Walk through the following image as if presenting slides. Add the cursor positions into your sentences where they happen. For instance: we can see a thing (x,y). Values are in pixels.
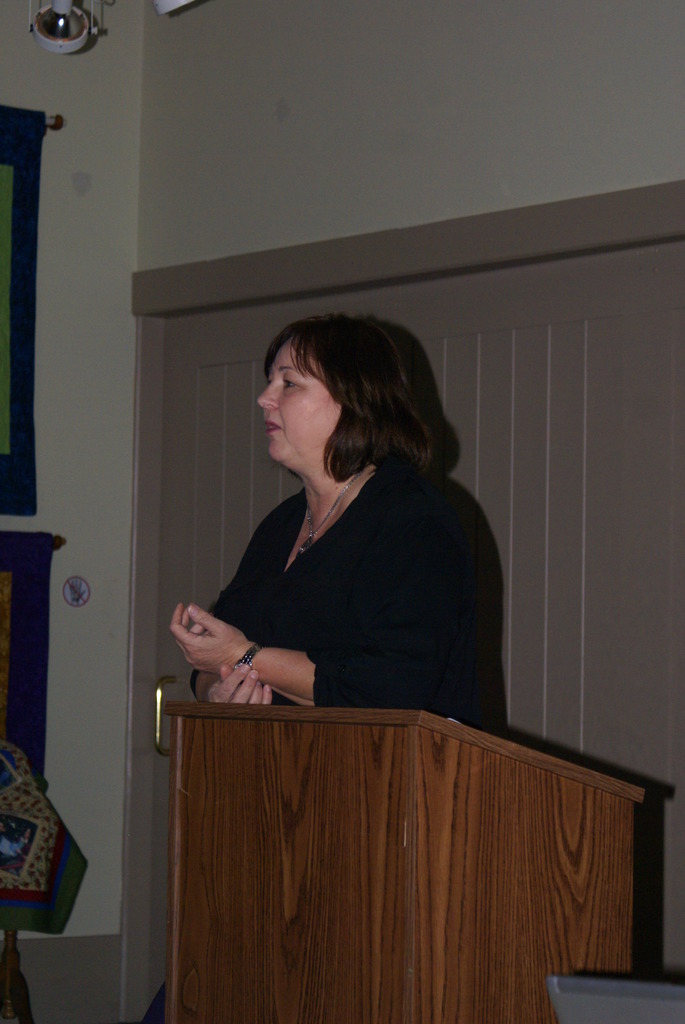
In this image, we can see a brown color podium (297,824), there is a woman (313,655) standing, in the background (215,332), we can see a door (280,330) and there is a wall (426,90).
